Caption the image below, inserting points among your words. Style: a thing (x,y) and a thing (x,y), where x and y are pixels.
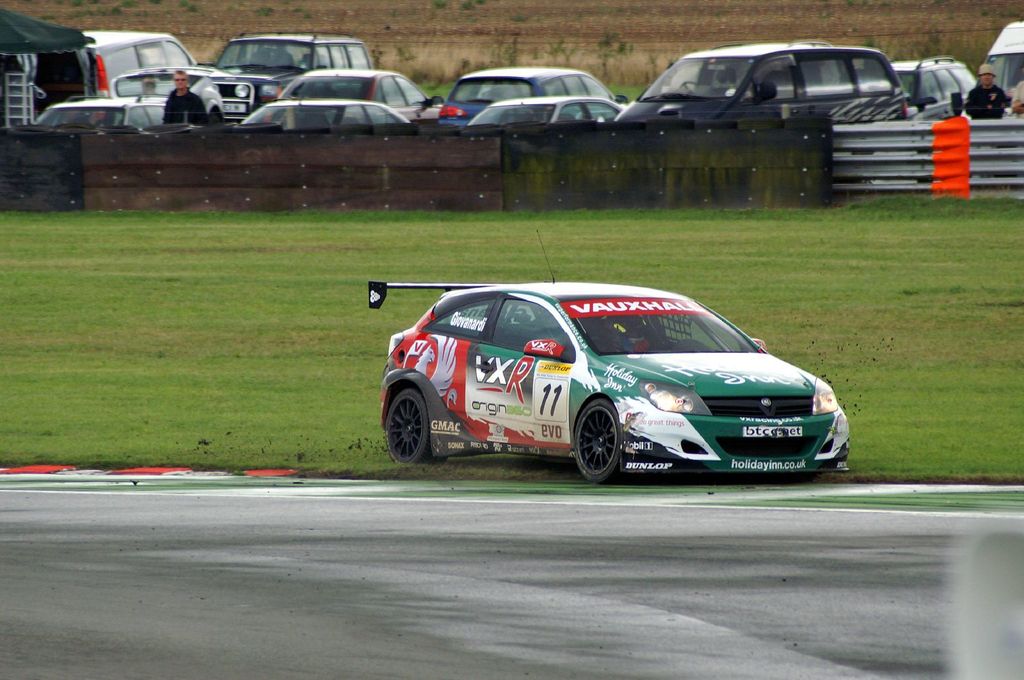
This picture shows the few cars (845,79) parked and we see couple of them standing and we see a racing car (455,381) and grass (313,308) on the ground (965,475) and we see a fence (417,132) and a road (1020,507).
